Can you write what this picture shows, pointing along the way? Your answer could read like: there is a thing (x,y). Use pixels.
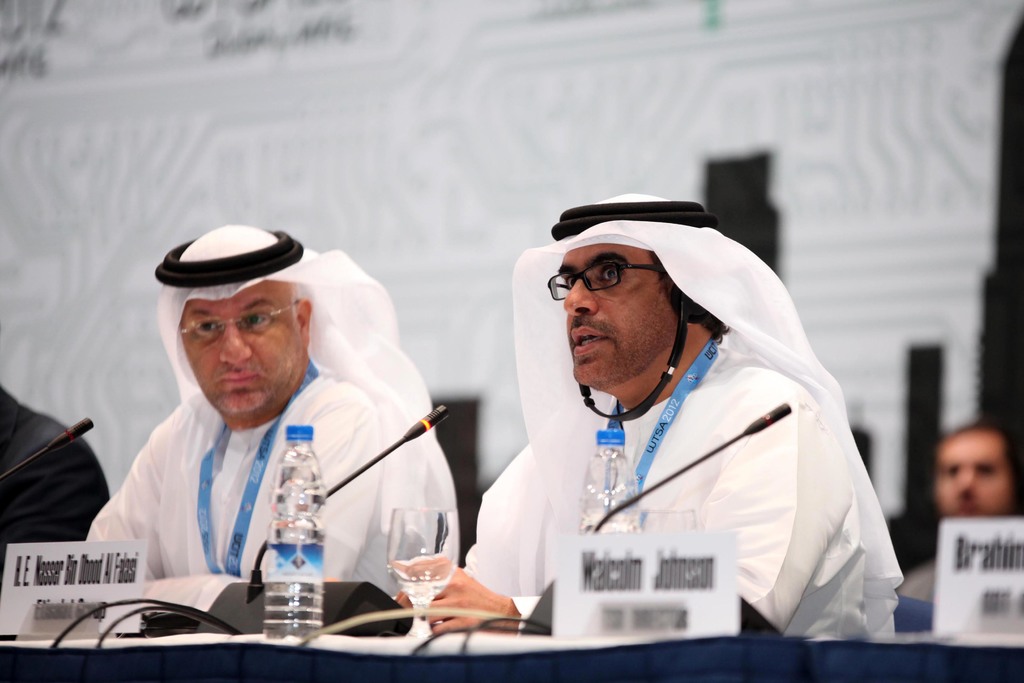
In the foreground of the picture (265,481) there are water bottles (625,516), mics (364,594), name plates (558,596), table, cables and people (648,480) sitting. The background (362,79) is blurred.
